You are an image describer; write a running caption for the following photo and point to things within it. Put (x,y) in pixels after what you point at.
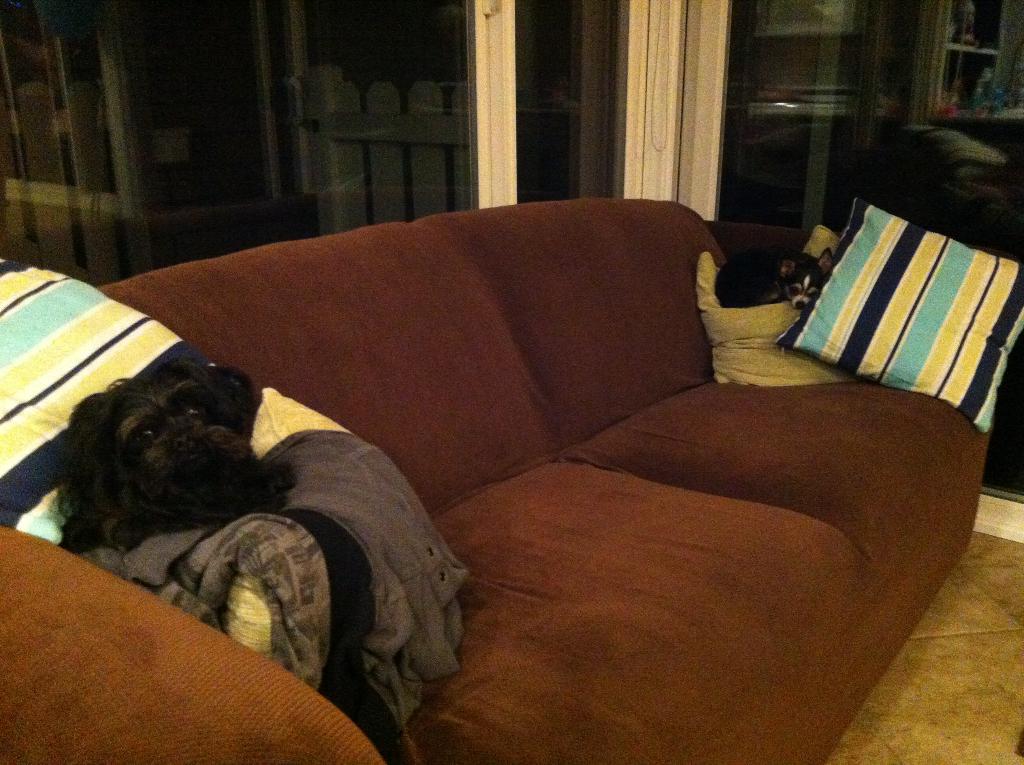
Here we can see a couch (703,424) and we can see two dogs (250,473) sitting on either end of the couch (421,397) on the cushions (7,496) present on the couch (695,538).
